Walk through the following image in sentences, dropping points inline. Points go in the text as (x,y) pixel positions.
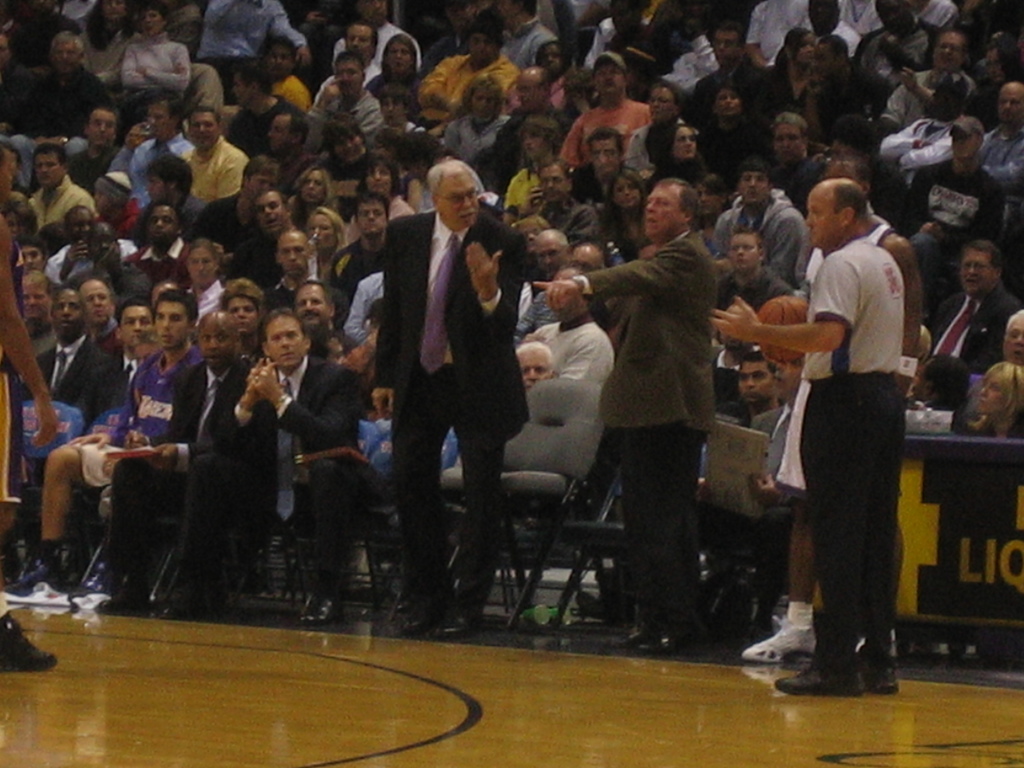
In the middle (467,372) a man (512,401) is standing, he wore a black color coat (495,354), Beside him there is another man (638,312) pointing his finger (559,293), behind them there are group of people (581,258) sitting on the chairs (64,424) and looking at him.
